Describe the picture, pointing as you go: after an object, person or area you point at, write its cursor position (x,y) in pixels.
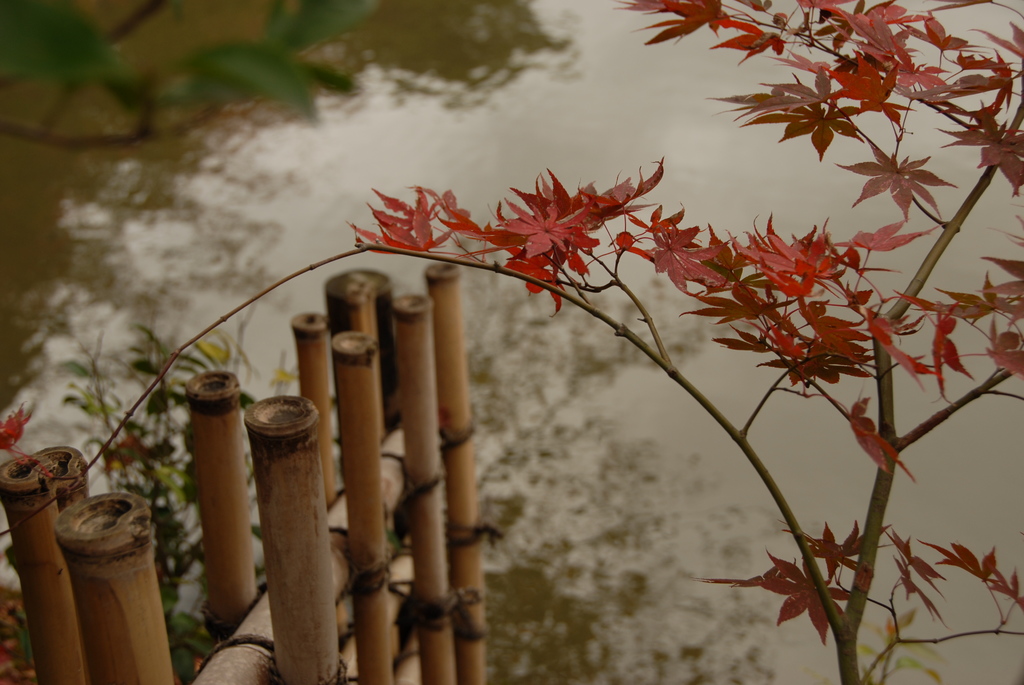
In the left bottom of the picture (142,537), we see the wooden fence (279,471). On the right side (803,241), we see a tree (795,265) which has the red color leaves (778,270). In the background (677,202), we see water (474,302) and this water (576,461) might be in the pond (558,488). We see the reflections (126,234) of the trees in the water (92,279).
